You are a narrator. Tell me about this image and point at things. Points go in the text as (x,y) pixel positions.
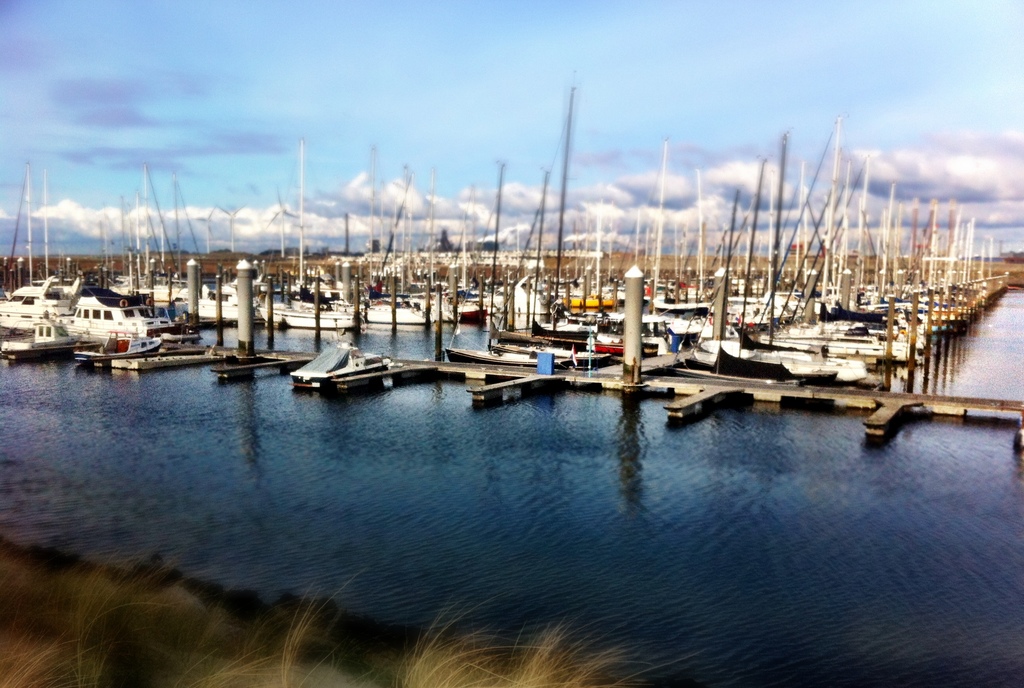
At the bottom of the picture (338,635), we see the grass (455,642) and the water (403,472). This water (576,461) might be in the lake (551,457). In the middle (361,356), we see the yachts (681,291), poles (268,307) and the boats (539,318). There are trees (271,254) and windmills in the background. At the top (508,128), we see the sky (620,126) and the clouds (615,157).
